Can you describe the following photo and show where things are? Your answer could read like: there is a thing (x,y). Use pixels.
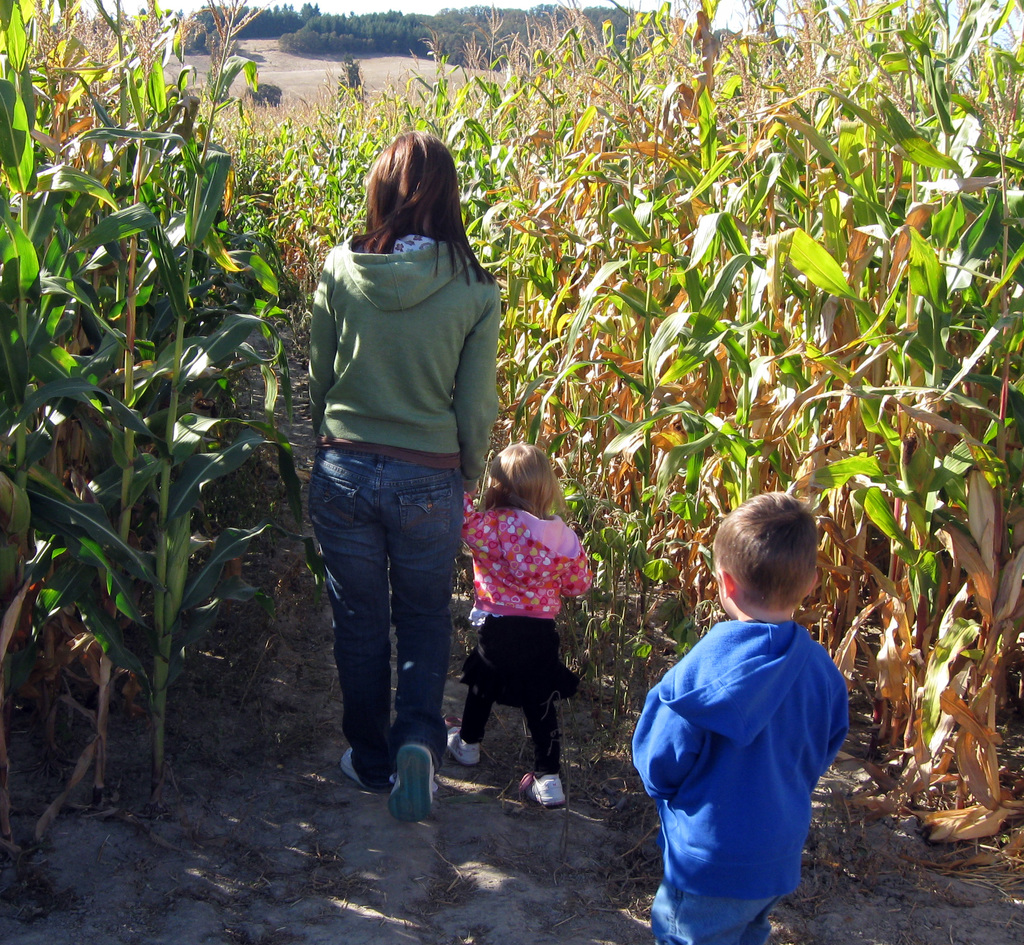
In this image I can see three people (511,643) walking and wearing different color dresses (745,766). On both sides I can see few plants (644,257) in green and brown color. Back I can see few trees (419,19).
